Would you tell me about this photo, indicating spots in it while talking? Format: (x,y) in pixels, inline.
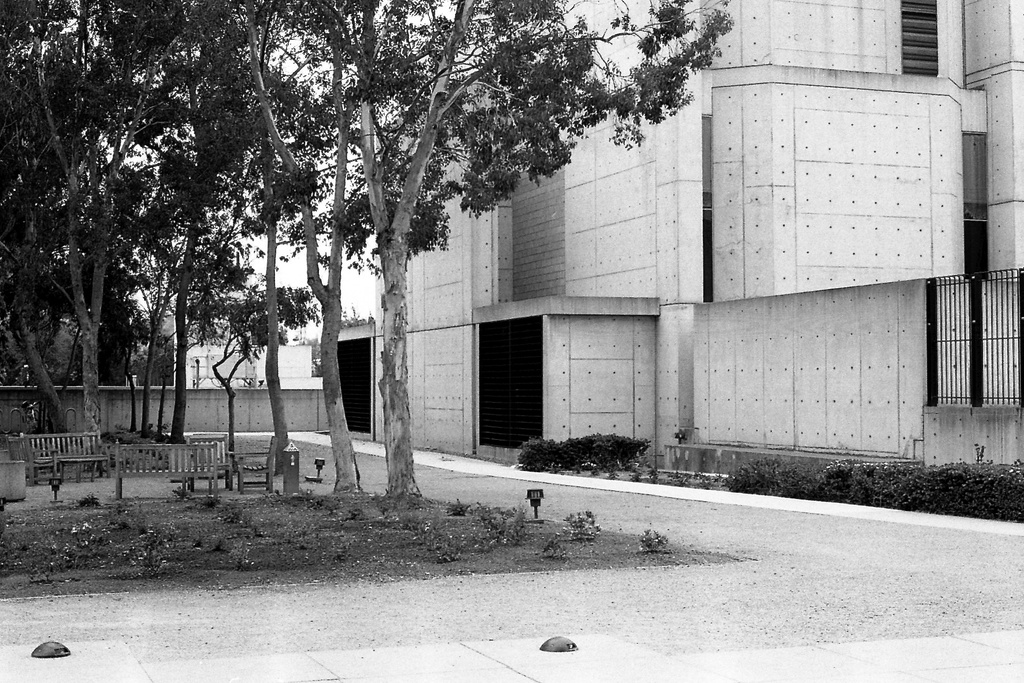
This picture is in black and white where we can see the road (226,595), wooden benches (265,458), grass (271,524), plants (569,465) trees (46,180), building (611,206), the wall (852,320) and sky (359,285) in the background (449,323).
